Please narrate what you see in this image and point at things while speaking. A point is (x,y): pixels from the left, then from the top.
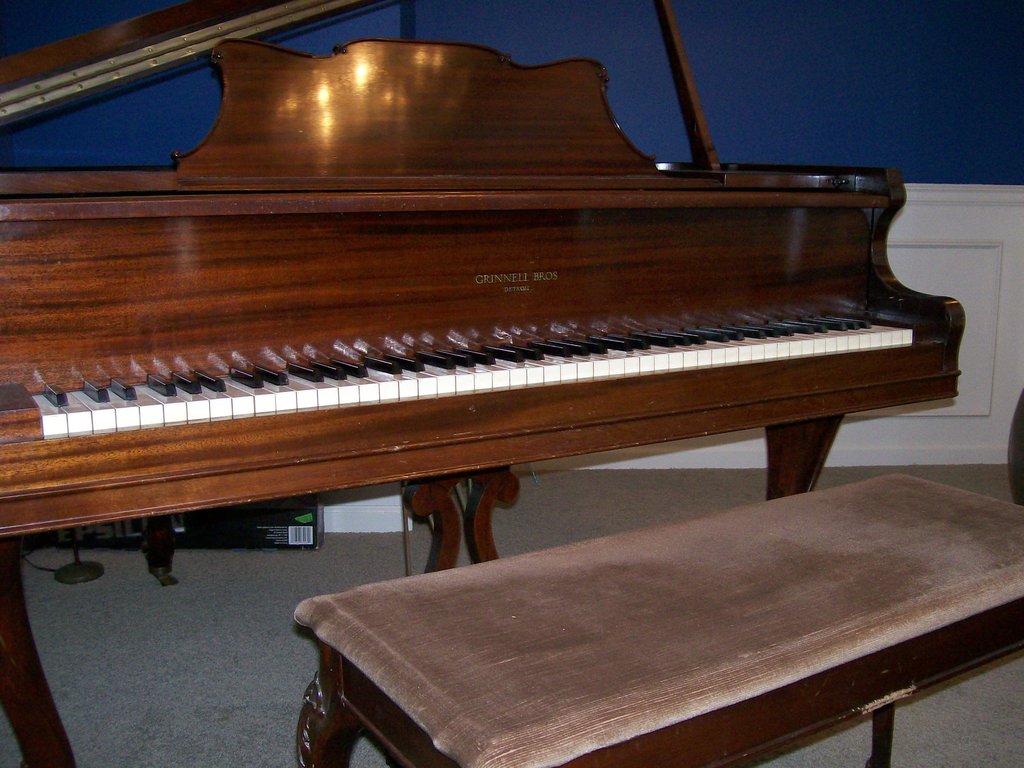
This is a piano (359,475). This is a wooden seat (397,740) where you can sit and play the piano (409,355).
